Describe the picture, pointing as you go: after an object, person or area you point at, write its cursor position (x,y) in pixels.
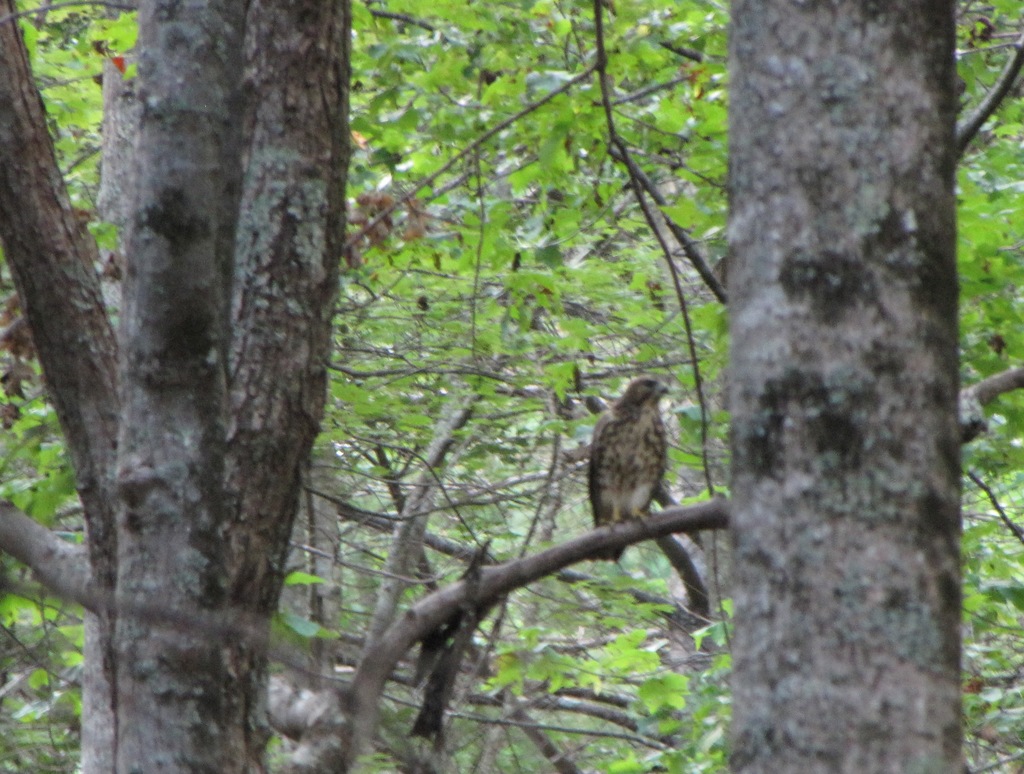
In this image I can see number of trees (388,337) and on the right side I can see a bird (610,494) on a branch (584,540).
